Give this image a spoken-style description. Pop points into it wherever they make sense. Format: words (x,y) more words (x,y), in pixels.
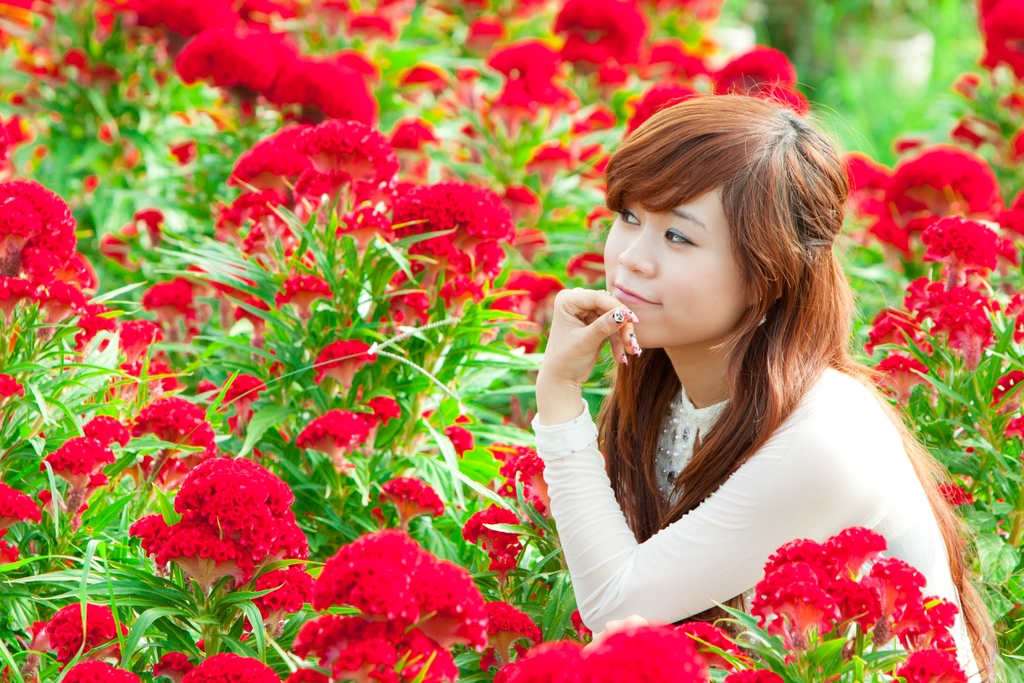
There is a woman (727,368) smiling and we can see flowers (936,156) and plants (1013,561).
